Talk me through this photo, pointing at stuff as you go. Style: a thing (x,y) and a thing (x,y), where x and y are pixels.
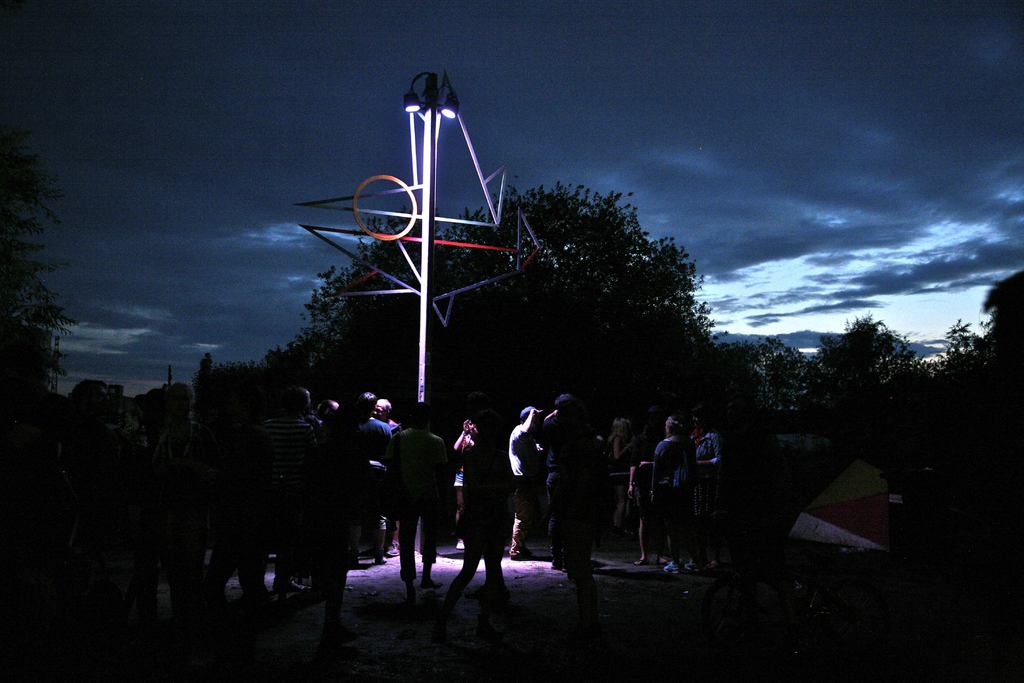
In this picture we can see a group of people (387,470) standing on the ground (612,538), trees (863,396), pole (460,222) and in the background (864,157) we can see the sky (776,181) with clouds (742,260).
